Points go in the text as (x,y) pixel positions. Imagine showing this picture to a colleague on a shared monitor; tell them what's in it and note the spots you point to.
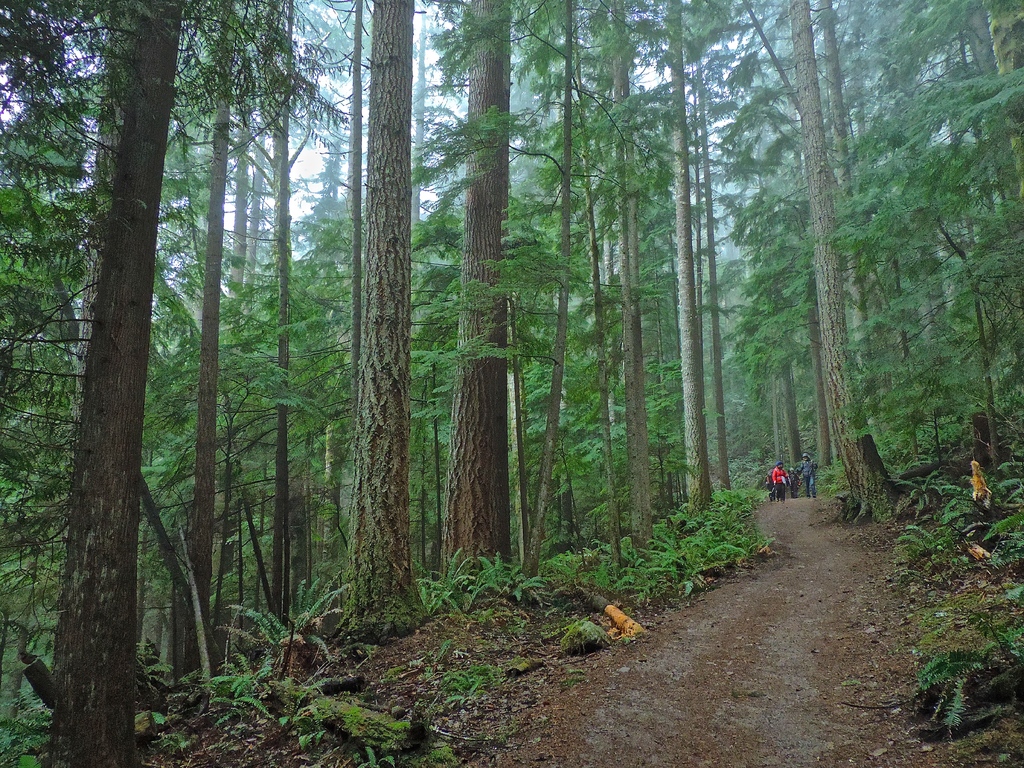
In this picture there group of people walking and there are trees (727,431). At the top (353,12) there is sky (307,25). At the bottom (700,654) there is ground (849,689) and there are plants (596,556).
